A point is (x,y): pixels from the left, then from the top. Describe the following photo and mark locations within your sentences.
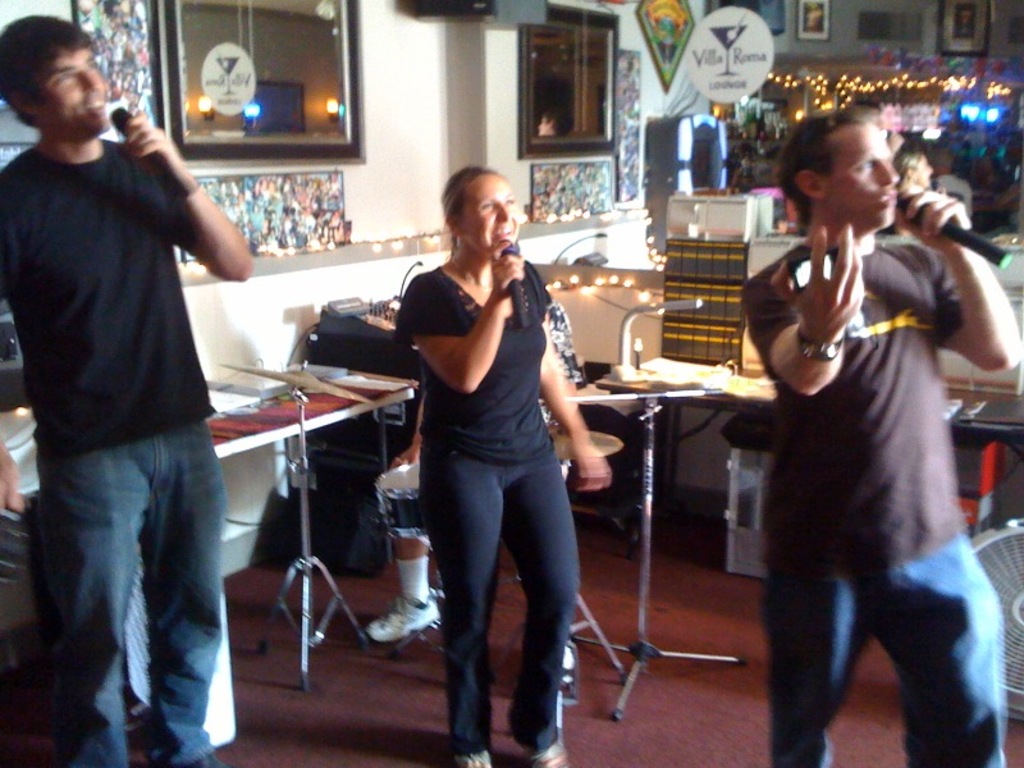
In this image two persons (873,637) and a woman (457,635) is standing on the floor (759,722). They are holding mics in their hand (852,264). Behind woman (463,667) there is a person (404,609) there is a musical instrument (400,487) before him. Behind them there is a table (606,386) having a lamp (634,377), few papers (676,372) on it. Few frames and mirror (232,85) are attached to the wall (372,120). Right side there are few persons (986,191). Behind there are few lights (835,78). Top of image (961,50) there are few frames (974,35).
